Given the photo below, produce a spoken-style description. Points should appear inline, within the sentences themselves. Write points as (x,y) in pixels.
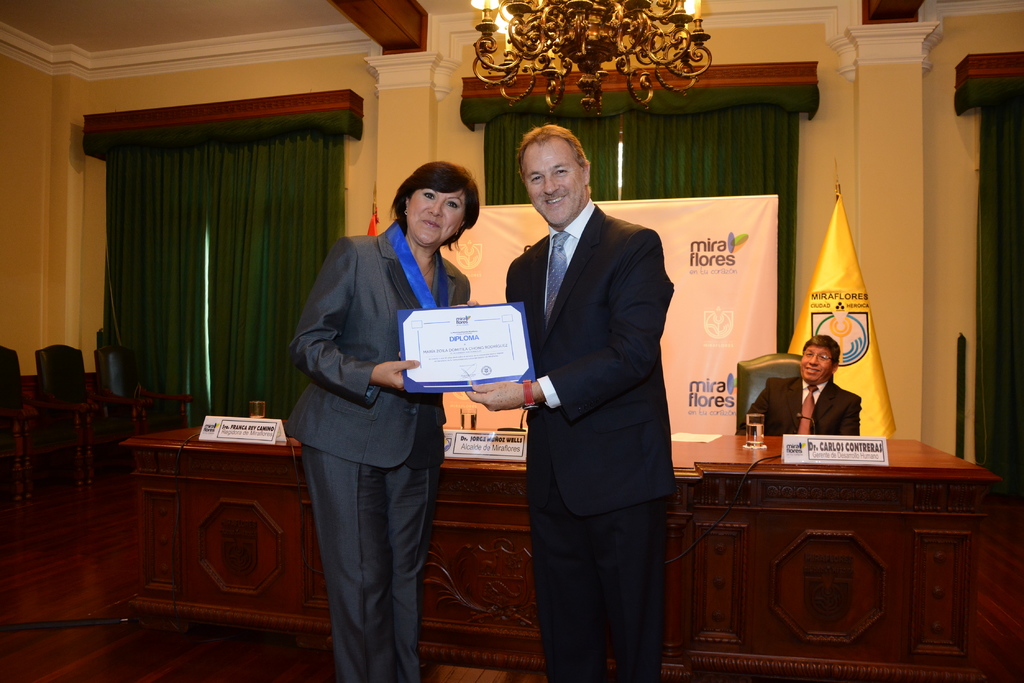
In the foreground (548,155) I can see two persons (567,155) are standing on the floor (306,653) and holding a certificate (407,338) in hand (386,372). In the background (831,466) I can see a table (825,477) and a person (804,414) is sitting on the chair (749,386), board (700,383), curtains (784,255) and a wall (18,287). At the top (678,22) I can see a chandelier (693,18) is hanged. This image is taken in a hall (433,68).
